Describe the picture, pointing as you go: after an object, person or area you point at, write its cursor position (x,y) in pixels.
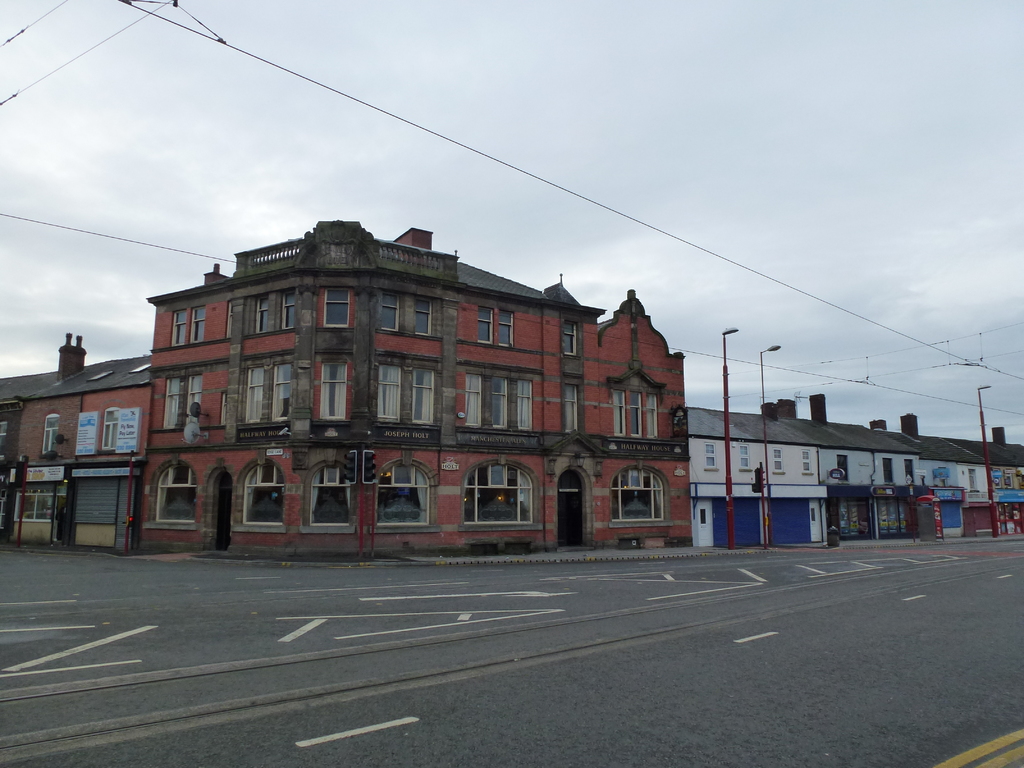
In this image we can see road (696,587), poles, boards (88,419), wires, and buildings (539,465). In the background (530,183) there is sky (669,175) with clouds (898,325).
